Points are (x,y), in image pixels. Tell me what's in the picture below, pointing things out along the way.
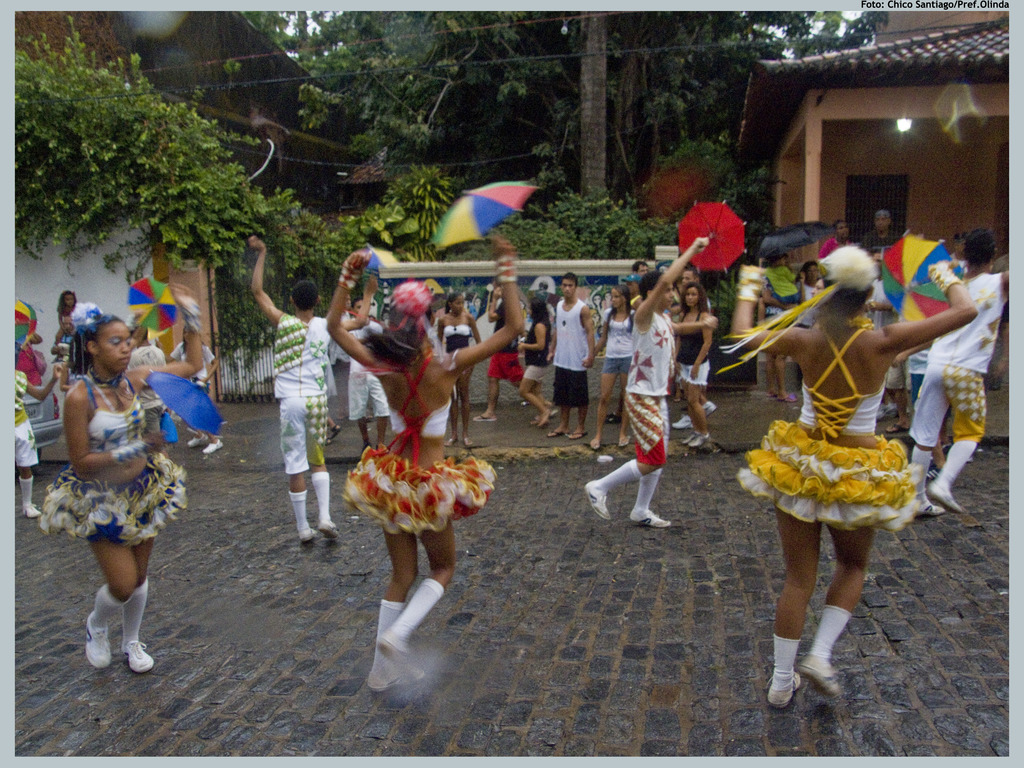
In the picture we can see a some women (836,587) and men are dancing on the path (910,548) and behind some people (66,346) are watching them and in the background (743,82), we can see some plants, trees (437,152) and a house (883,152) with a light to the ceiling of a house (872,135).
